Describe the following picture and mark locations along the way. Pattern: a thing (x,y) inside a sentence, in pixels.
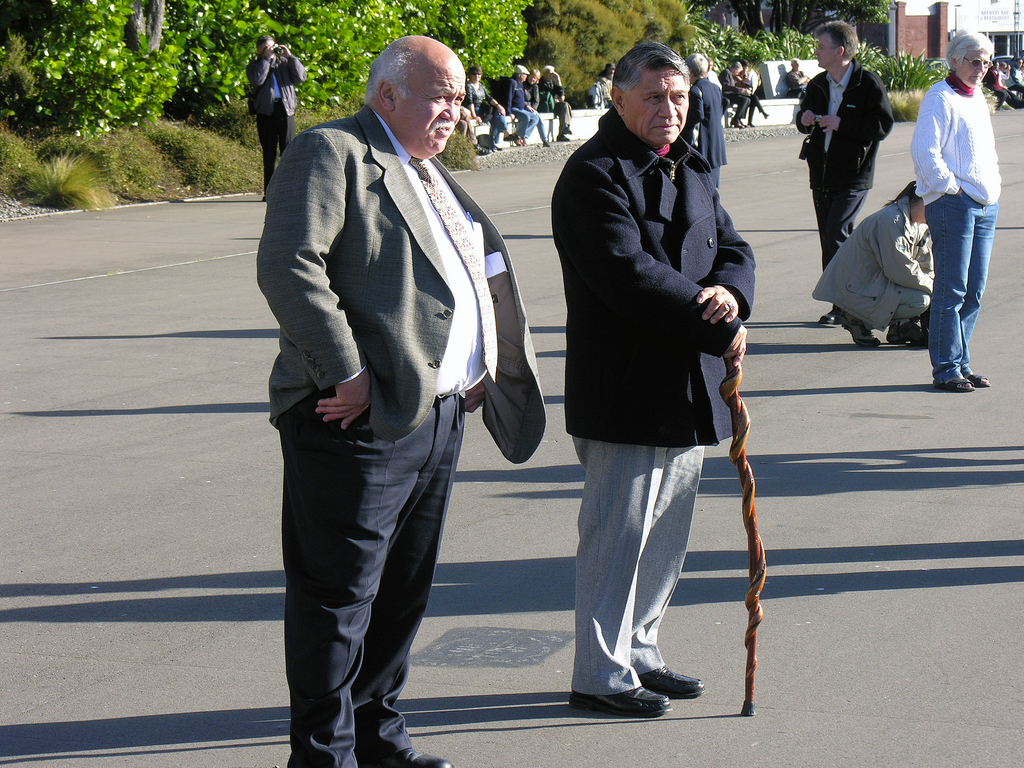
In this image, we can see there are persons (616,542) on the road (697,592). One of them is holding a stick (729,376). In the background (69,5), there are persons (1008,89) sitting, there are trees (698,7), plants (705,33) and a building (906,23).
